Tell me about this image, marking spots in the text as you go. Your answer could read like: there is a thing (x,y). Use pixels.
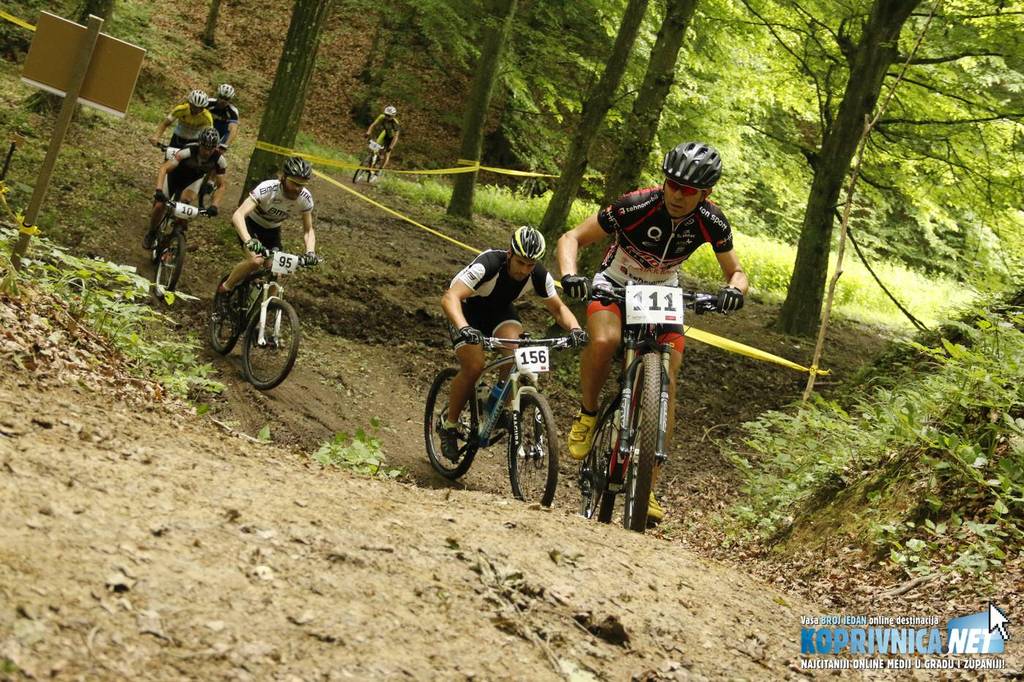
In the picture there are people (610,234) riding bicycles (538,430), they are wearing helmets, there are trees (737,74), there are creepers (961,324) present.
